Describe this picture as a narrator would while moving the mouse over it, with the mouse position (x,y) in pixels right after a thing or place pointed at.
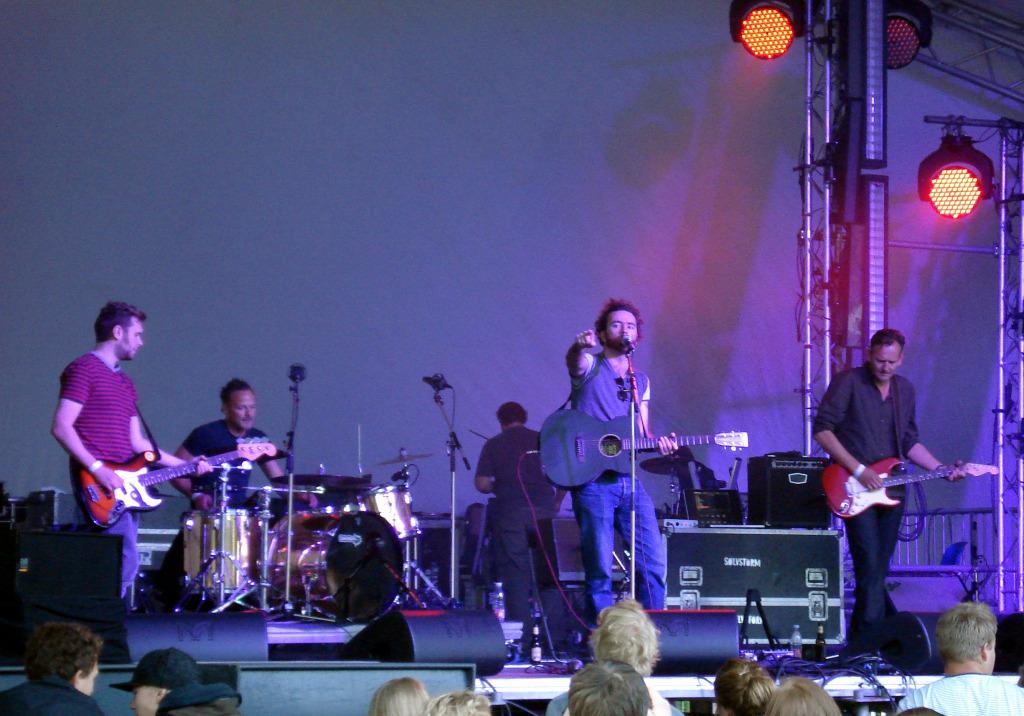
In this image i can see a group of people (148,444) playing music and there are some musical instrument (398,563) kept on the floor (334,635) and there is a lighting (927,178) on the right side (937,191) and there are some audience (744,663) listen their music and the person (593,506) who are playing music holding a guitar (608,441) on his hand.
